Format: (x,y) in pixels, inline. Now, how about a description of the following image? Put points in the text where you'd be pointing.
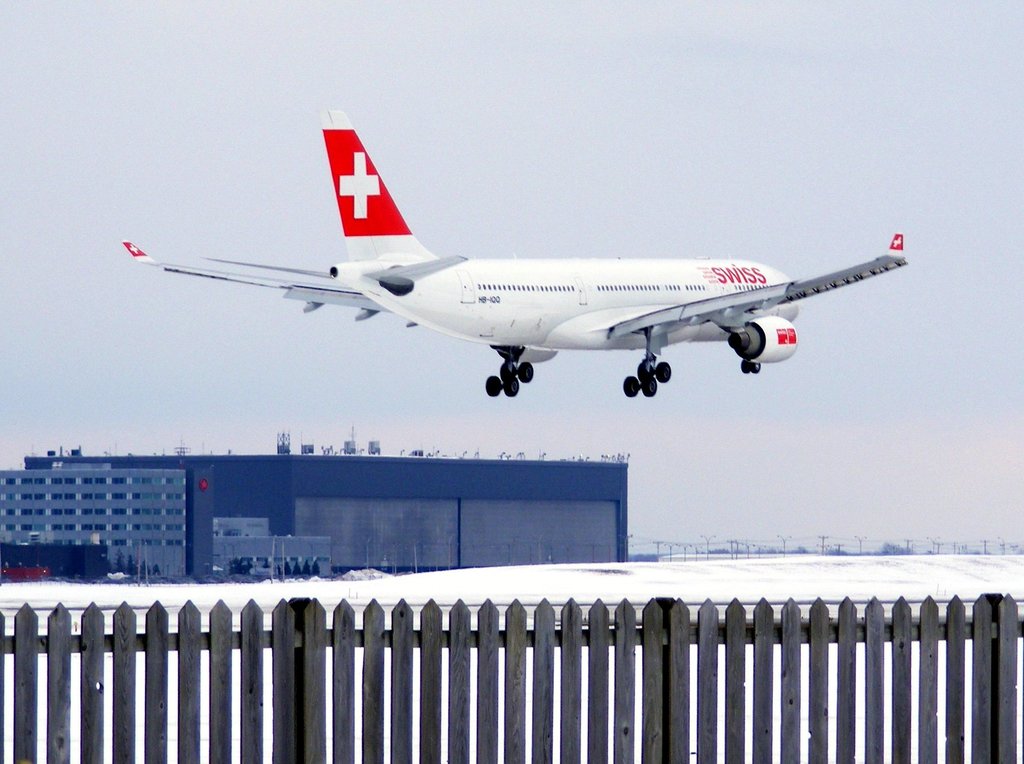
This image consists of a plane (392,271) flying in the air (165,144). It is in white and red color. At the bottom (527,605), there is snow (994,584). And we can see a fencing (68,629) made up of wood (68,629). In the background (398,500), there is a building (596,514). At the top (506,75), there is sky (163,275).
